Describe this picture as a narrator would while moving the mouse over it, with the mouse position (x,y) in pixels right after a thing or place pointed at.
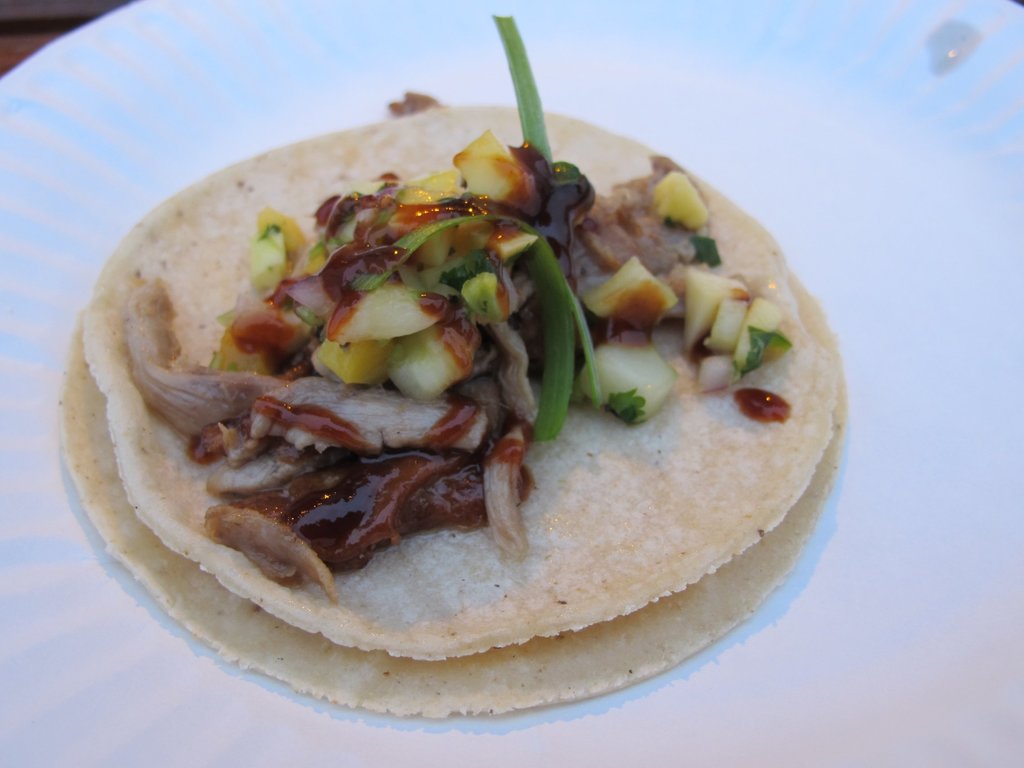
In the center of the image (612,257) we can see food (418,470) on plate (135,142) placed on the table (23,25).
